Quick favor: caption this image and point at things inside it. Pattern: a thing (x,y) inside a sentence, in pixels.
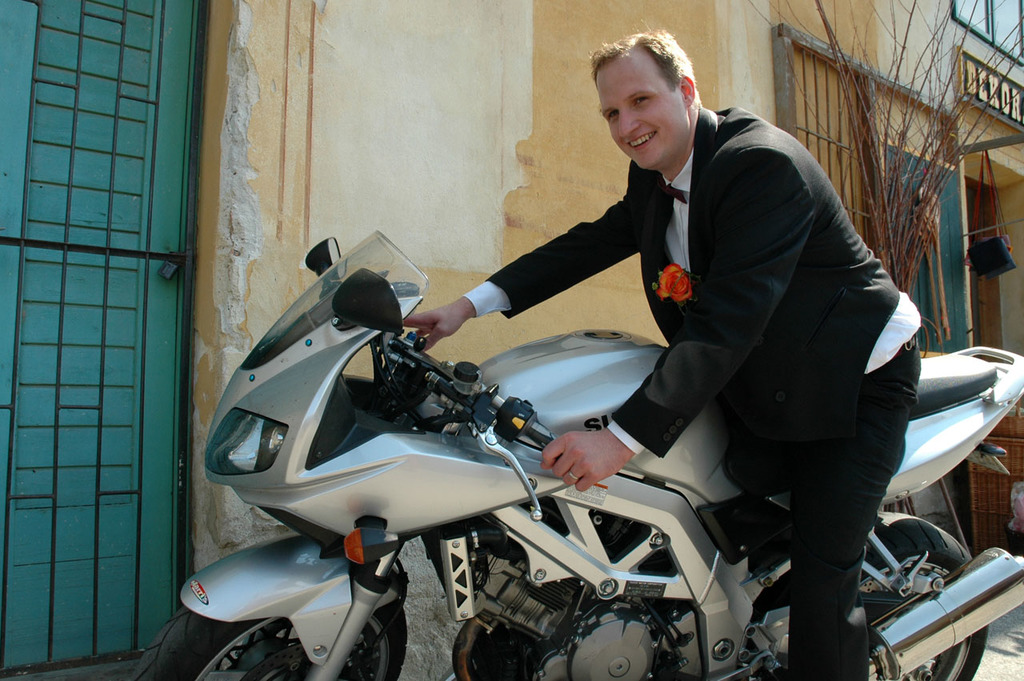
In the middle (364,454) there is a bike (463,483) on that bike (699,468) there is a man (762,270) he wear suit (767,255), trouser (828,454) and white shirt (893,324), he is smiling. In the background (427,125) there is a wall (423,126), door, plant (898,231) and text (989,103).
